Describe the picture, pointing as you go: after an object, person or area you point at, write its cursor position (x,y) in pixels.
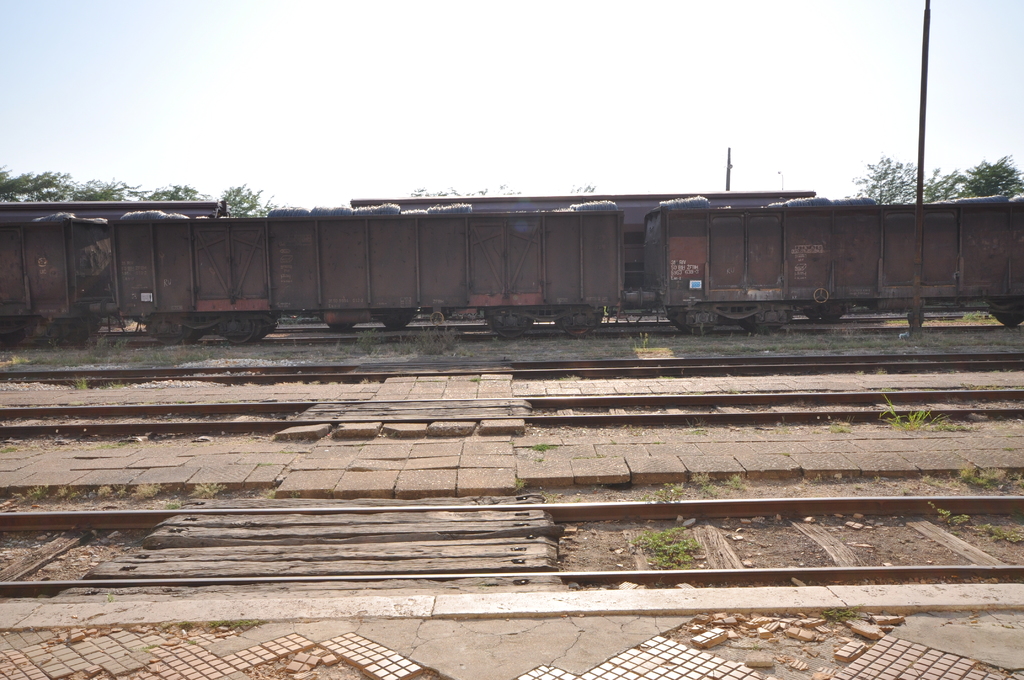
In this picture we can see a train (603,296) on the tracks (647,363), beside to the tracks (890,323) we can find few poles (921,153) and trees (906,163).
